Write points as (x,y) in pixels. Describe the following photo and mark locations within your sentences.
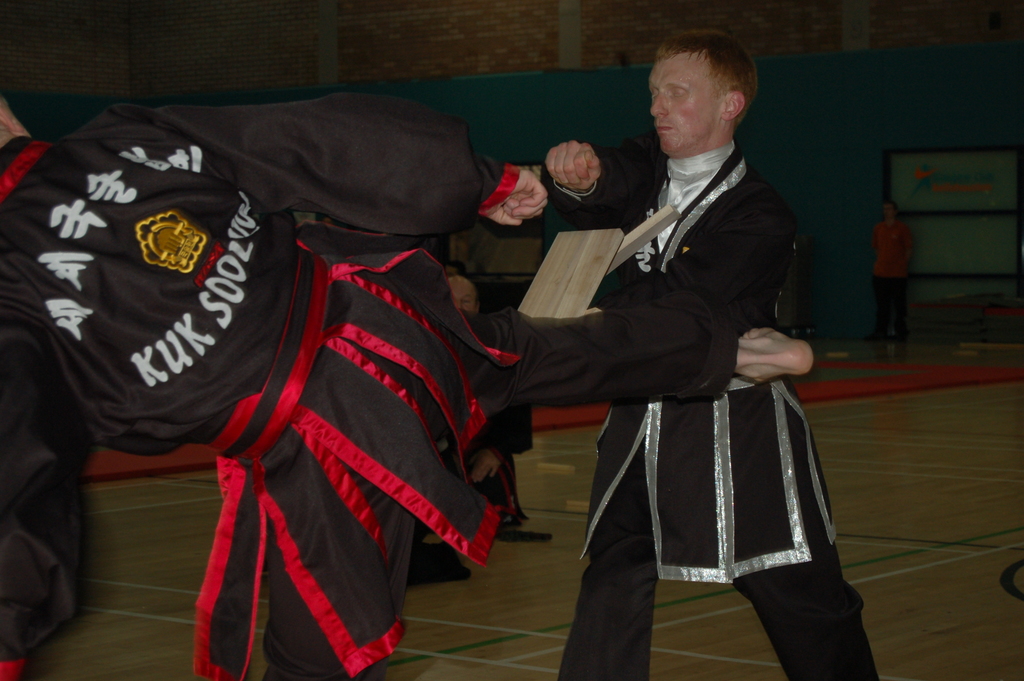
There are two men (364,245) in the foreground area (415,285), it seems like they are fighting and there are wooden boards (599,264) between them. There is a person (885,272), curtain (476,85), wall (816,43) and an object (937,242) in the background area (918,276).
